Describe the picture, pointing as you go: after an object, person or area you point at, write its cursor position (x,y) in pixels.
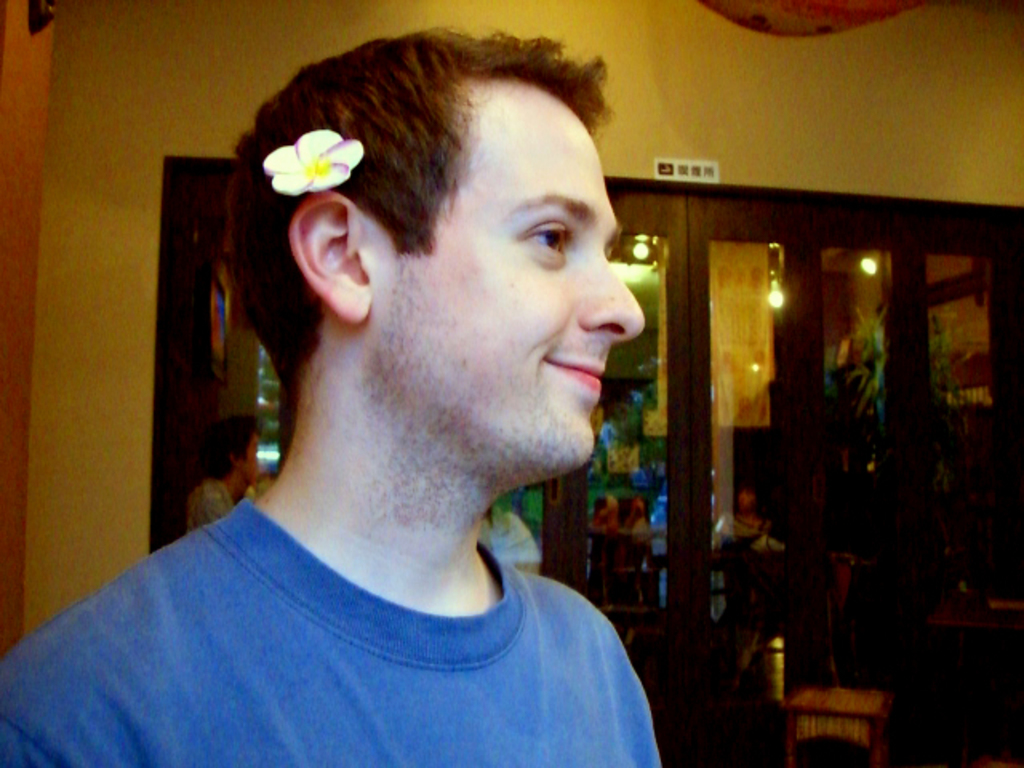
In this image we can see a man (373,380) smiling and there is a flower (289,167) behind the ear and in the background (844,627), we can see the glass object (896,602) and we can see the reflection (851,478) of few people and some other objects (888,757).
